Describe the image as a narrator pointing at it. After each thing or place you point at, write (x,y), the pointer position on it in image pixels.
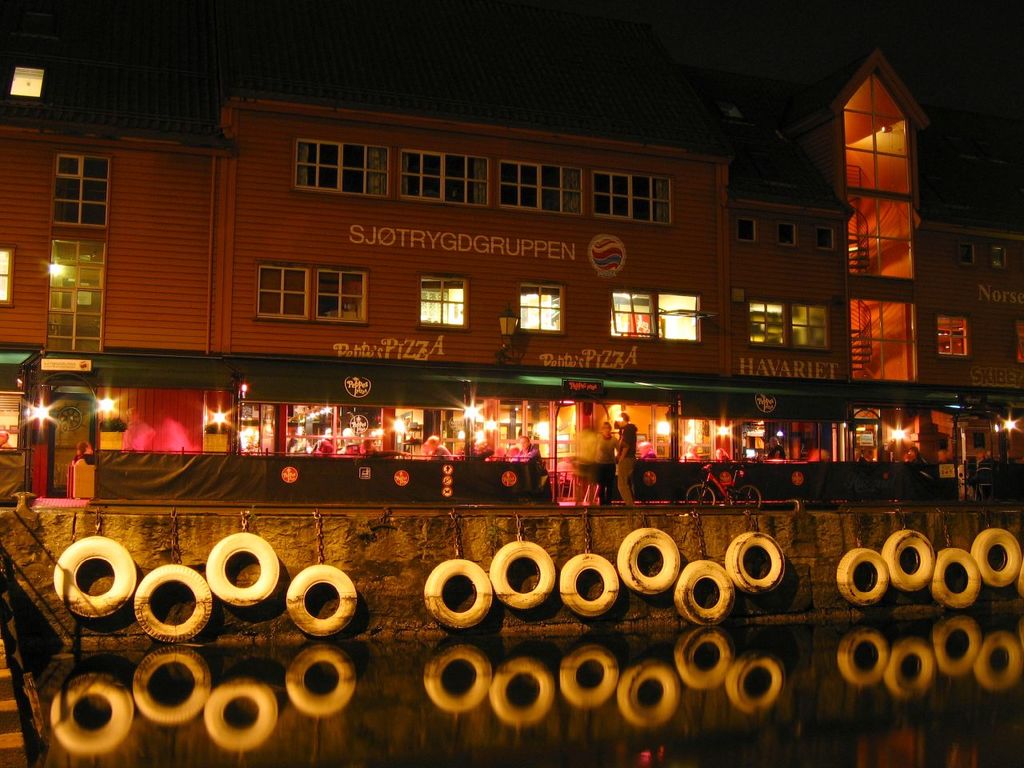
In this image we can see a building (407,342) with windows (456,300). We can also see some people (599,442) on the pathway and a bicycle (723,491) parked aside. On the bottom of the image (687,665) we can see some water (661,711) and the tires (543,578) which are chained with the chains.
